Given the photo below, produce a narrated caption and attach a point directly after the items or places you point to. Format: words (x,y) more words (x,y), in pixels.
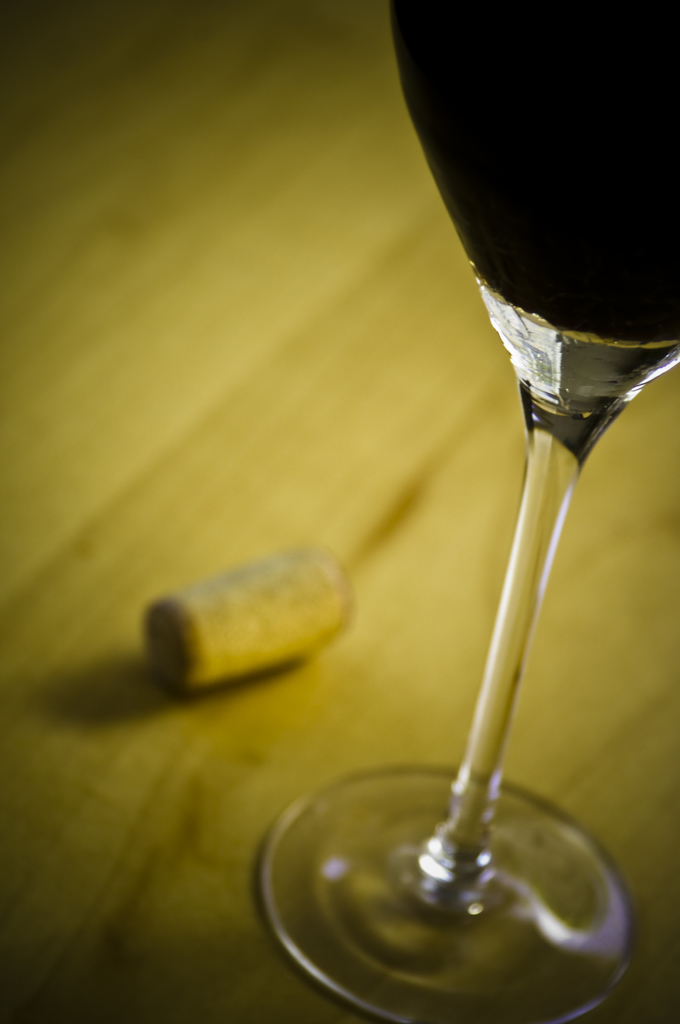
In this picture we can see a glass (536,298) with drink (526,274) on a platform (233,336).
